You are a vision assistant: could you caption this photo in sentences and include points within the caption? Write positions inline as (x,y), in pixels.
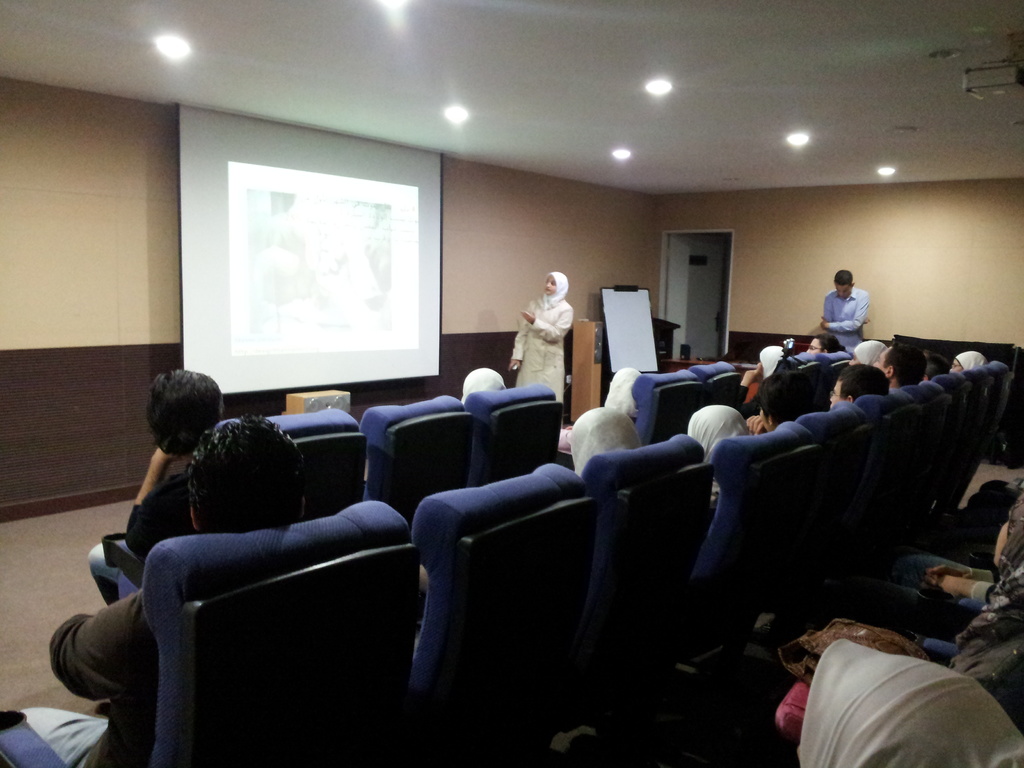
At the top of the image (251,221) we can see electrical lights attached to the roof (526,47), a display screen (248,182) and a woman (568,324) standing on the floor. At the bottom of the image (1019,549) we can persons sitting in the chairs (750,496) and a person (822,321) standing to the wall (792,315).
